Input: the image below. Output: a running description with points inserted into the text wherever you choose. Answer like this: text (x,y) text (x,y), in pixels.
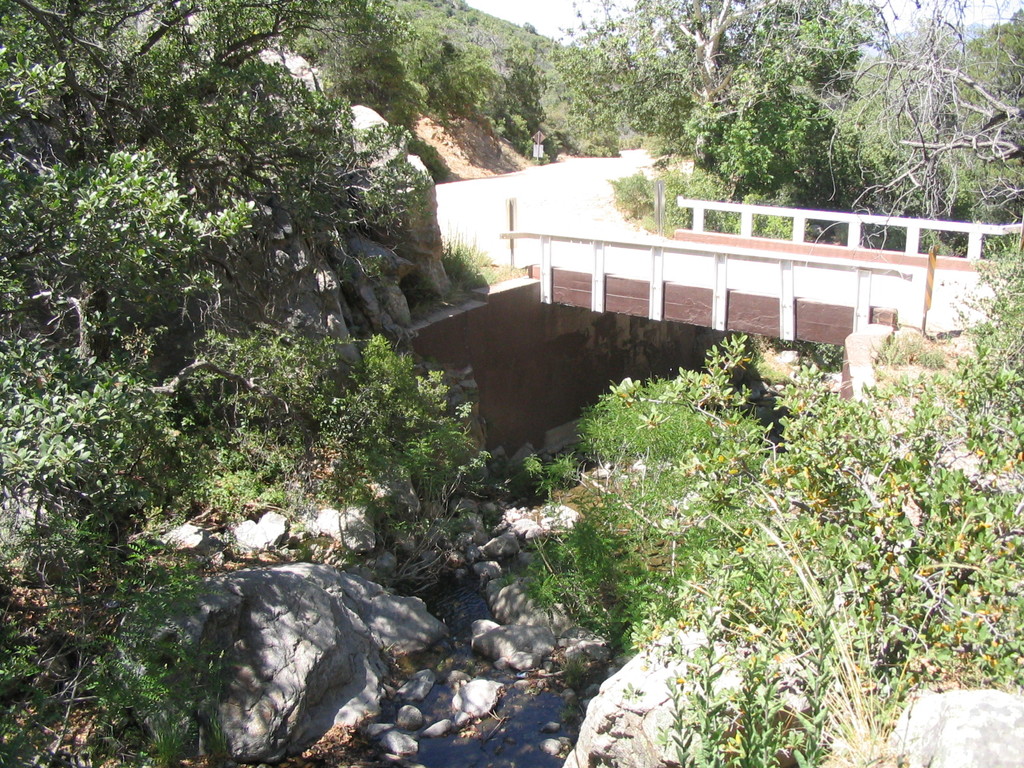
In this picture I can see the rocks (346,720) and I can see number of trees (723,137). In the center of this picture (584,274) I can see a bridge (731,250).
